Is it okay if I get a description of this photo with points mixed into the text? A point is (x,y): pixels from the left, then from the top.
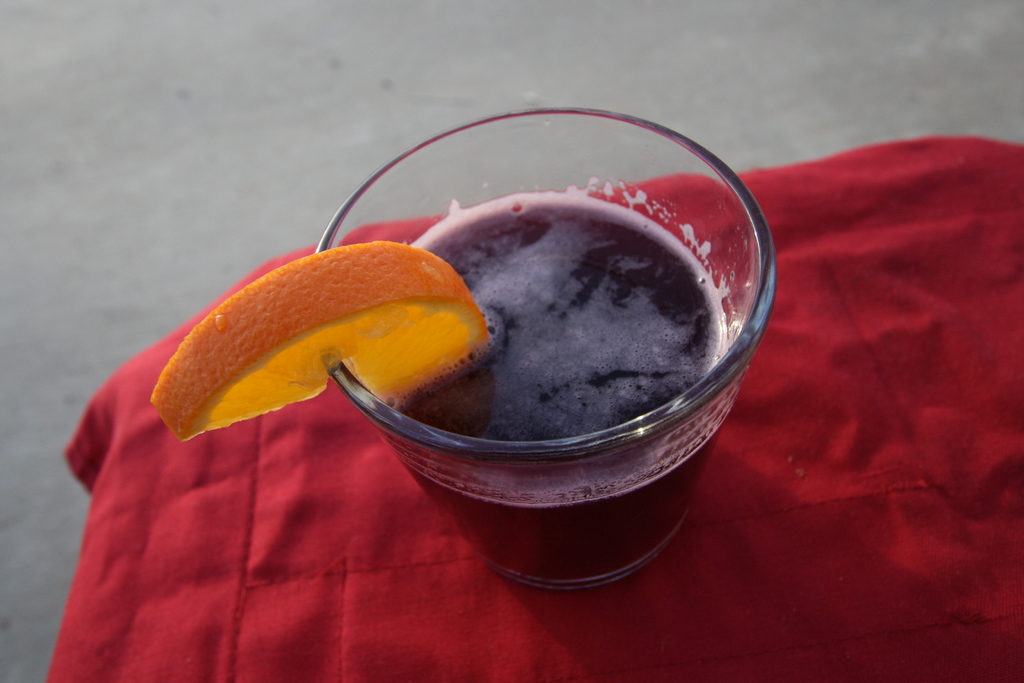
In this picture I can see the glass of drink (629,502). At the top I can see the piece of orange (325,328). At the bottom (533,605) I can see the red cloth (810,524) which is covered to the table (986,428). At the top (474,44) there is a floor (336,57).
